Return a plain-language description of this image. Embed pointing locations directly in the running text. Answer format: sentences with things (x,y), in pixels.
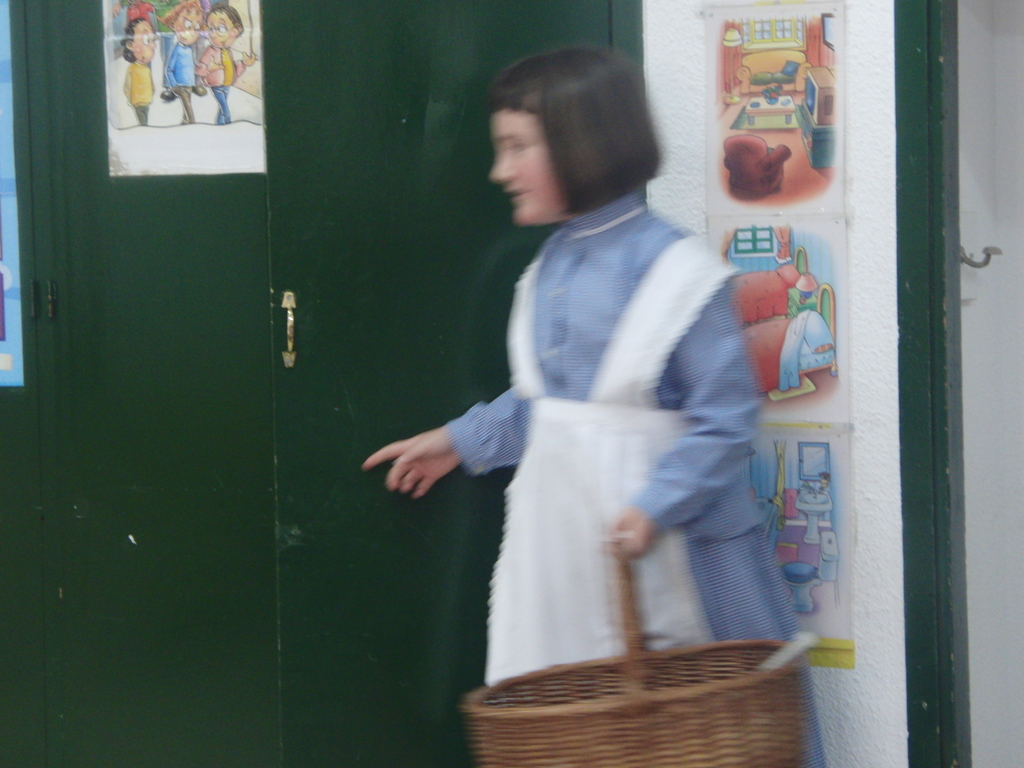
In this picture I can see in the middle (574,374) there is a girl (713,514) holding a basket (712,647), behind her there are images (760,232) on the wall (811,238). On the left side (339,42) it looks like a cupboard (212,361), there is an image (134,101) on it.
